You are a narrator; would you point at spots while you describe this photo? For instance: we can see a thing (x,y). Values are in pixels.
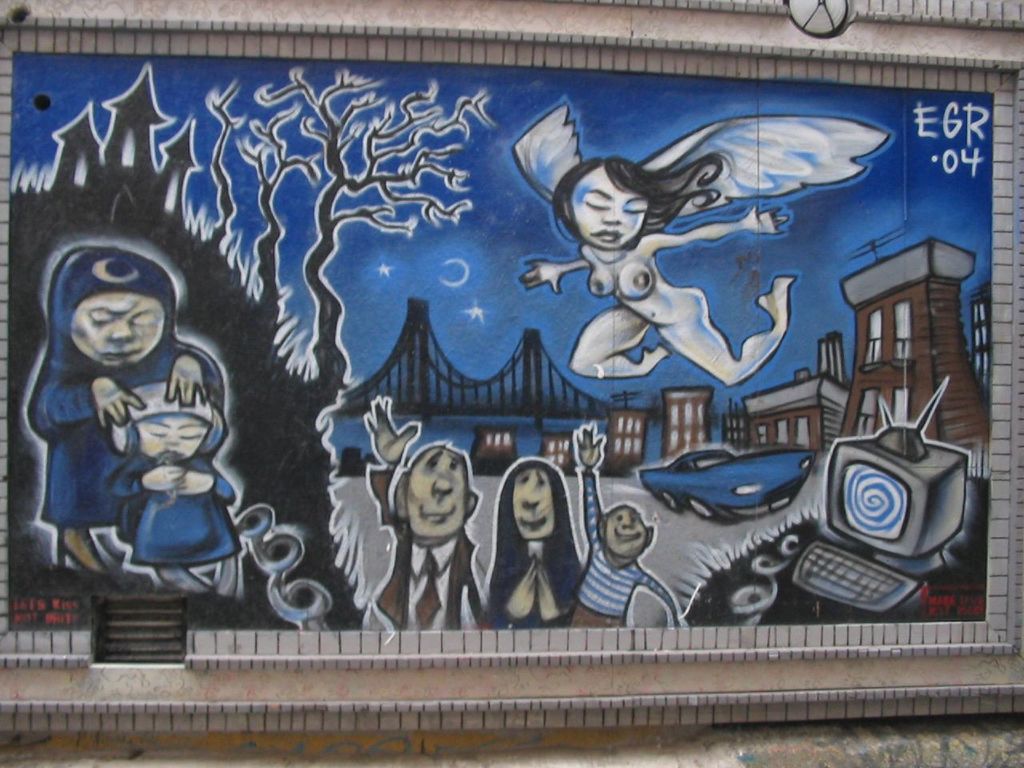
In this image I can see a frame (753,245) which consists of painting (412,198) and it is attached to a wall (670,748). In the frame (170,377), I can see the depictions of few persons (609,267), buildings (869,382), trees (312,176) and a car (717,482).
